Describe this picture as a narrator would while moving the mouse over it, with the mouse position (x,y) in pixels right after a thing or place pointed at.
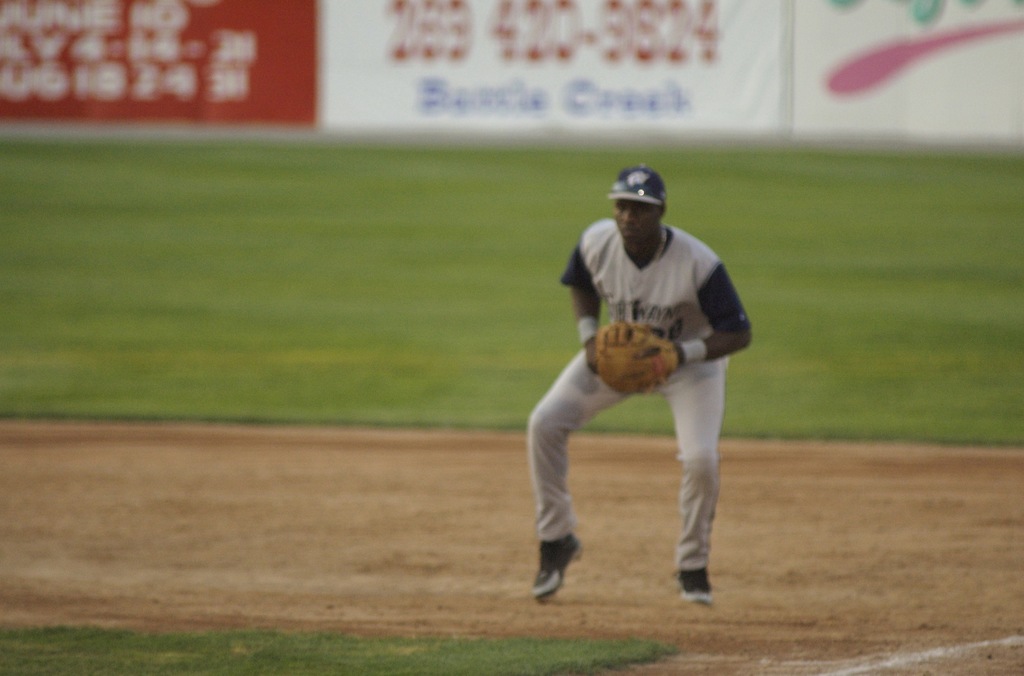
In this image, I can see the man (639,321) standing. He wear a T-shirt (647,281), cap (643,197), trouser (682,456), shoes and gloves (625,362). This looks like a ground (285,492). In the background (240,55), I can see the hoardings (878,61).
